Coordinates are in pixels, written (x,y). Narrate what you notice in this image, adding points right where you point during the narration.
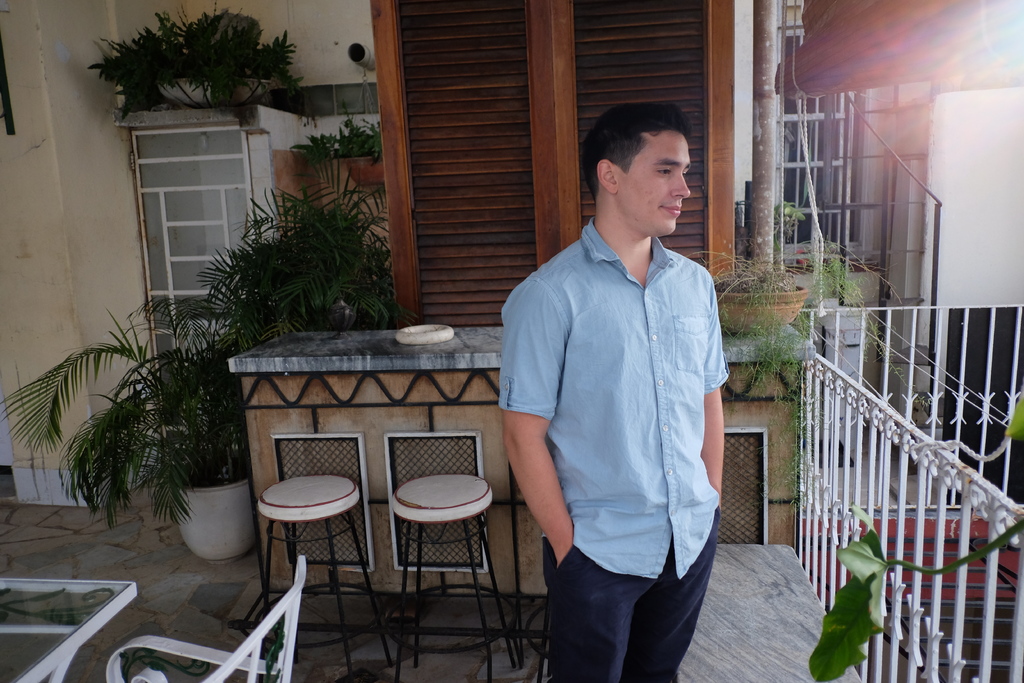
A man (656,117) is standing and looking at something with a counter (363,350), stools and some house plants (232,284) behind him.
